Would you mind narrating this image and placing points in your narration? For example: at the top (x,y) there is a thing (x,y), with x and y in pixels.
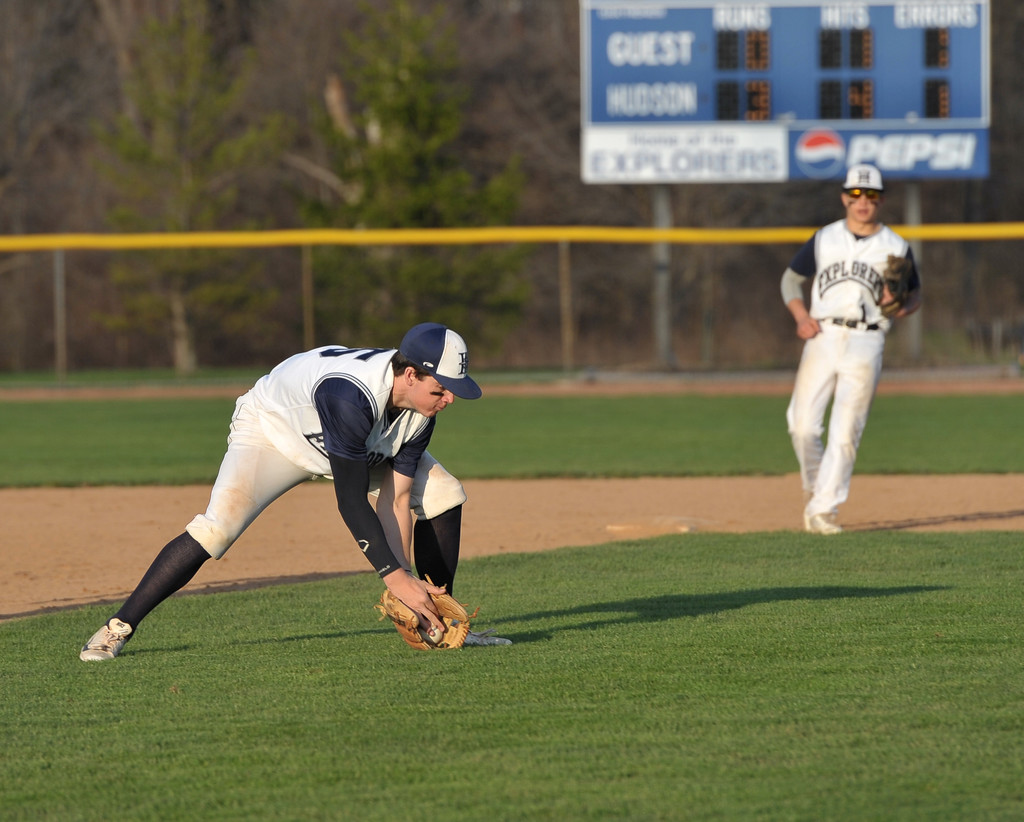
There is a man (391,459) bending down, wearing a glove (409,611) in one hand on the grassland (513,565), there is another person (851,349) on the right side (798,372). There is a board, boundary (594,272), grassland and trees (577,91) in the background (719,252).
